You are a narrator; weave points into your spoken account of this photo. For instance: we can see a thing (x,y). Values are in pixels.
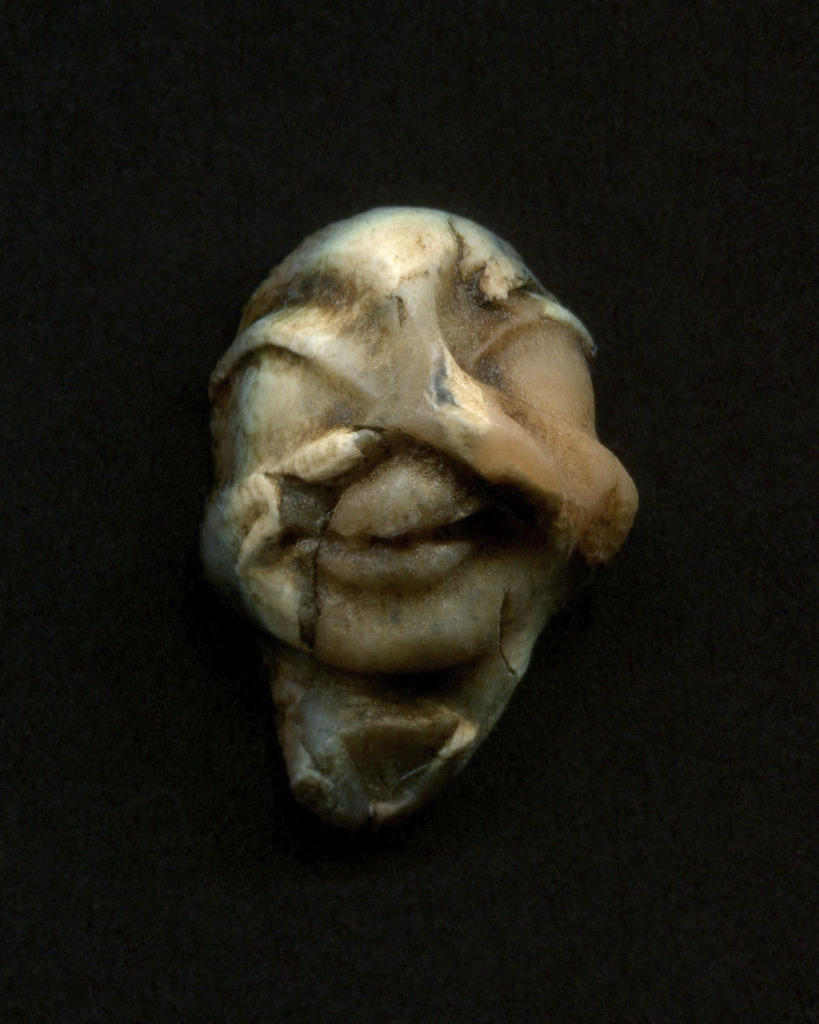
In this image we can see an object (408,655) which looks like a stone (445,306) and in the background (327,41), the image is dark.
